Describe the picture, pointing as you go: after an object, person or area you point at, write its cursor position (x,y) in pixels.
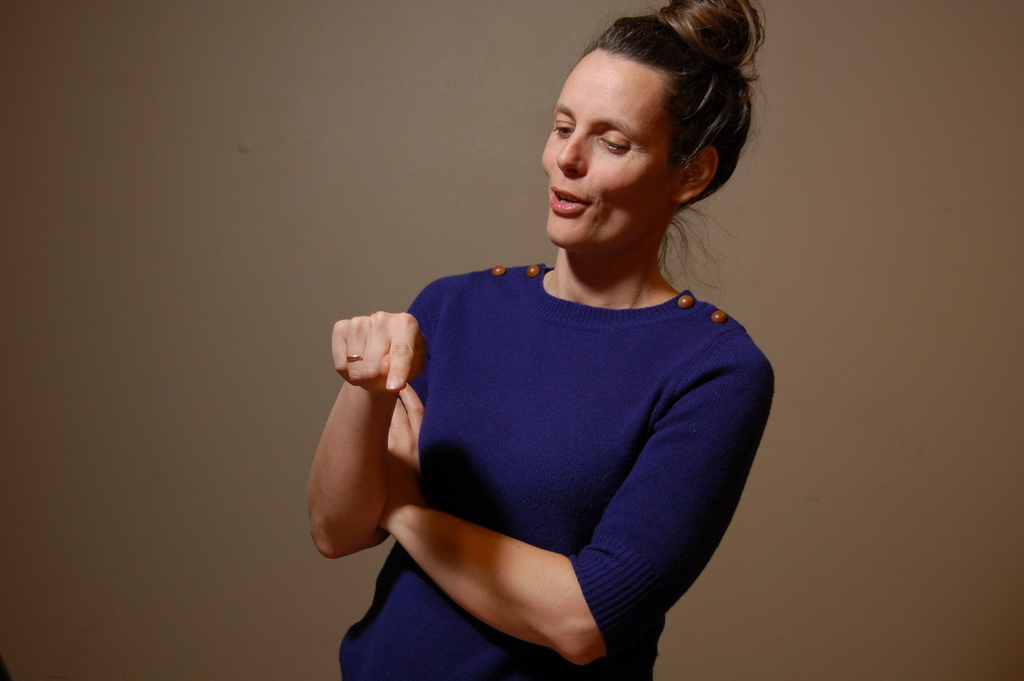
In the center of the image (535,308) there is a woman (554,378). In the background of the image (789,188) there is wall (252,214).
